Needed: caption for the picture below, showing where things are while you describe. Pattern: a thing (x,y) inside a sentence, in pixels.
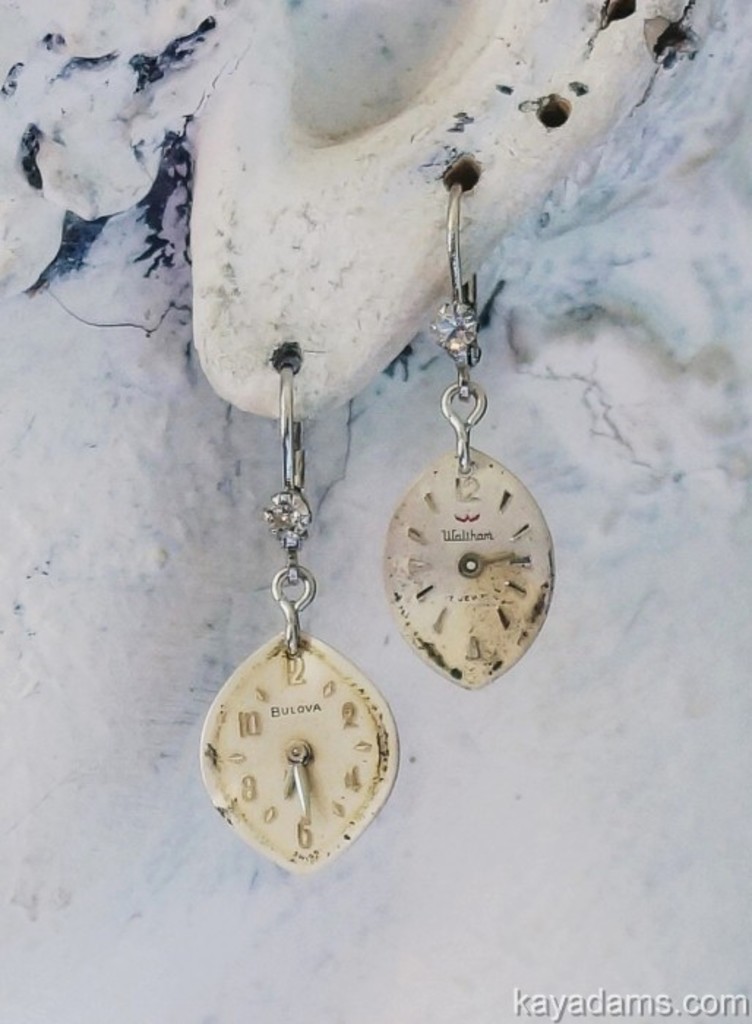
In this image I can see a cream color earrings (275,530). Background (571,879) is white in color.
